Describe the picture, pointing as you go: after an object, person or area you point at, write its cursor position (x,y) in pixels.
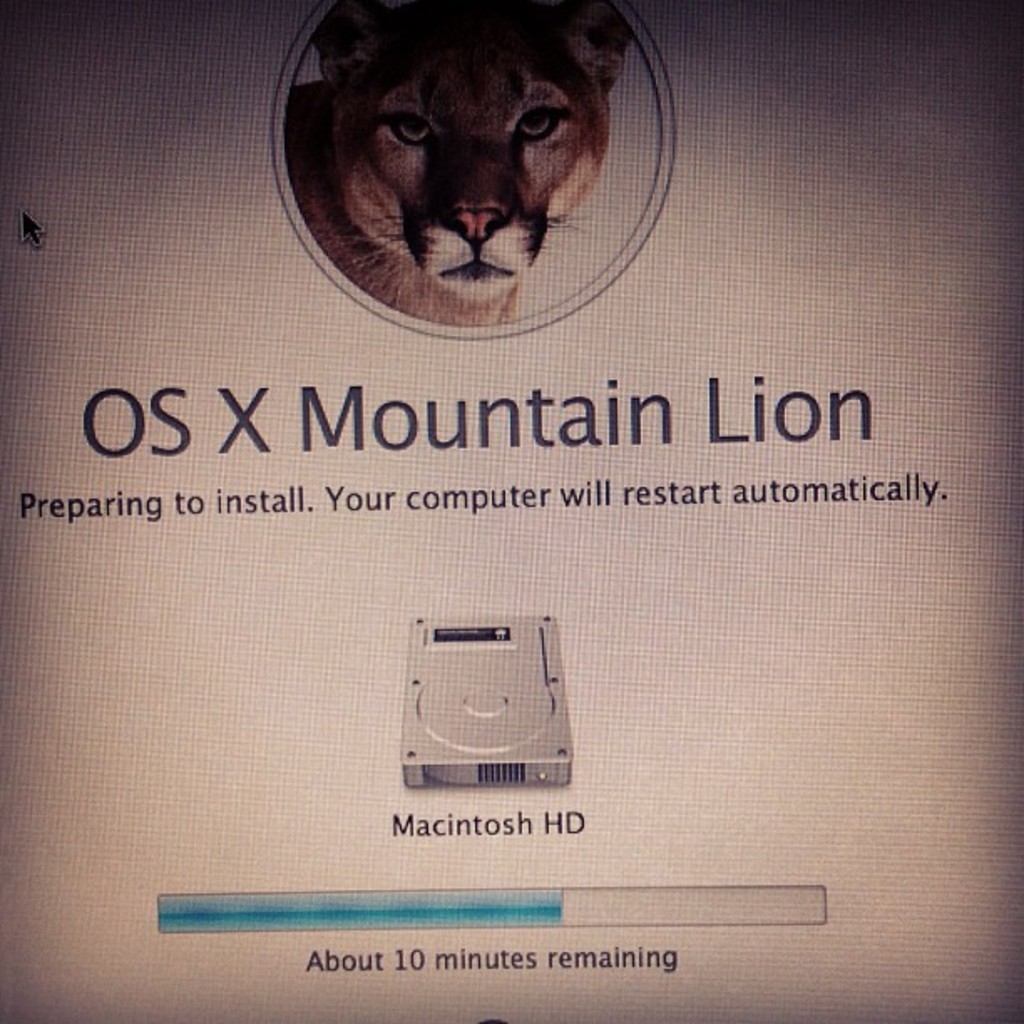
In this picture, we can see a monitor (641,913), on that screen (591,886), we can see a lion (487,264) and some text (456,823) on the monitor screen (551,593).
